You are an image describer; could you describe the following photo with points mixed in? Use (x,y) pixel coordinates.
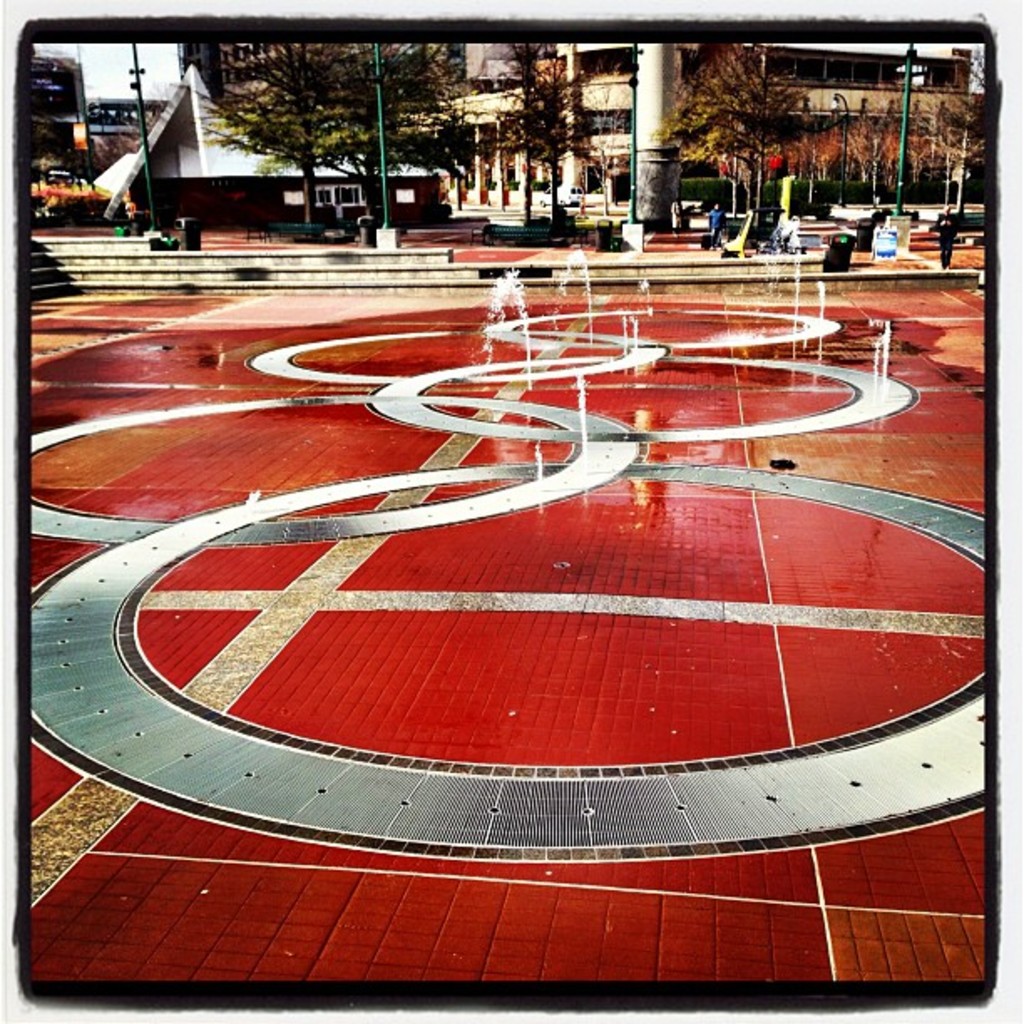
In this image I can see water (584,412). In the background (572,162) I can see buildings (521,160), trees (360,141), people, poles (384,226) and the sky (153,86). On the floor (283,661) I can see some design (326,764) over here.
